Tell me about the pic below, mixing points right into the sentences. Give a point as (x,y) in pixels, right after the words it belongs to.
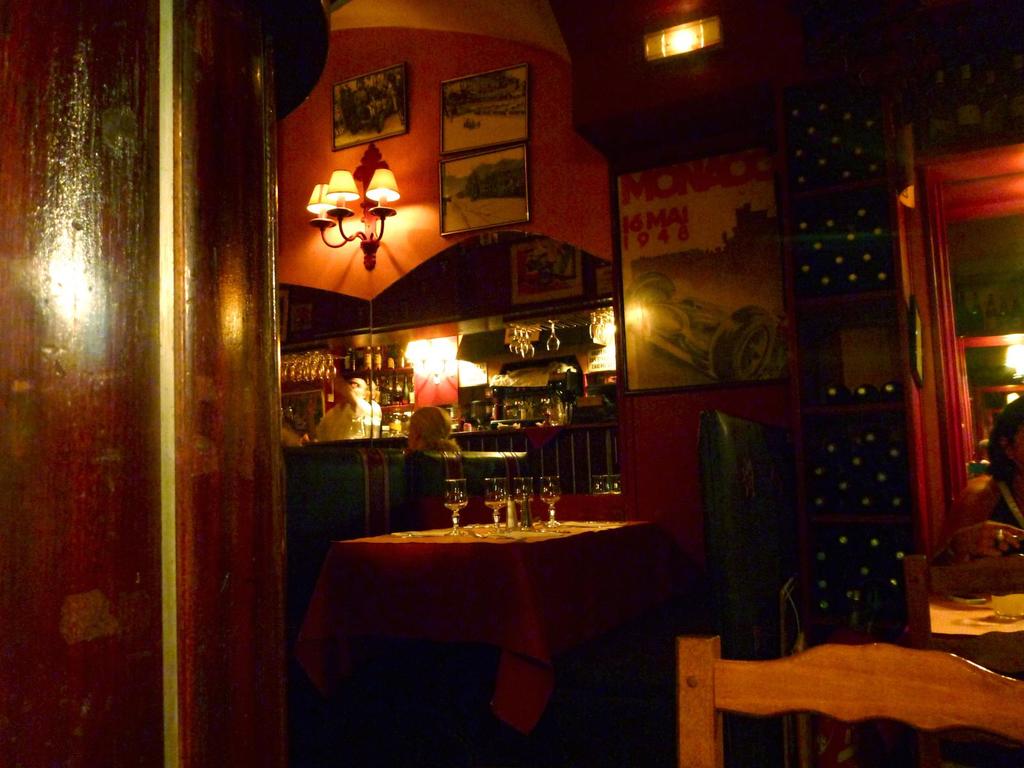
This is clicked in the bar (695,620), there are tables (663,570) with wine glasses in front of it and in the back (349,175) there are lights (344,198) on the wall (399,153) with photographs (460,177) and below there are wine bottles (383,386) and glasses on the counter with a man (369,399) standing behind it.
